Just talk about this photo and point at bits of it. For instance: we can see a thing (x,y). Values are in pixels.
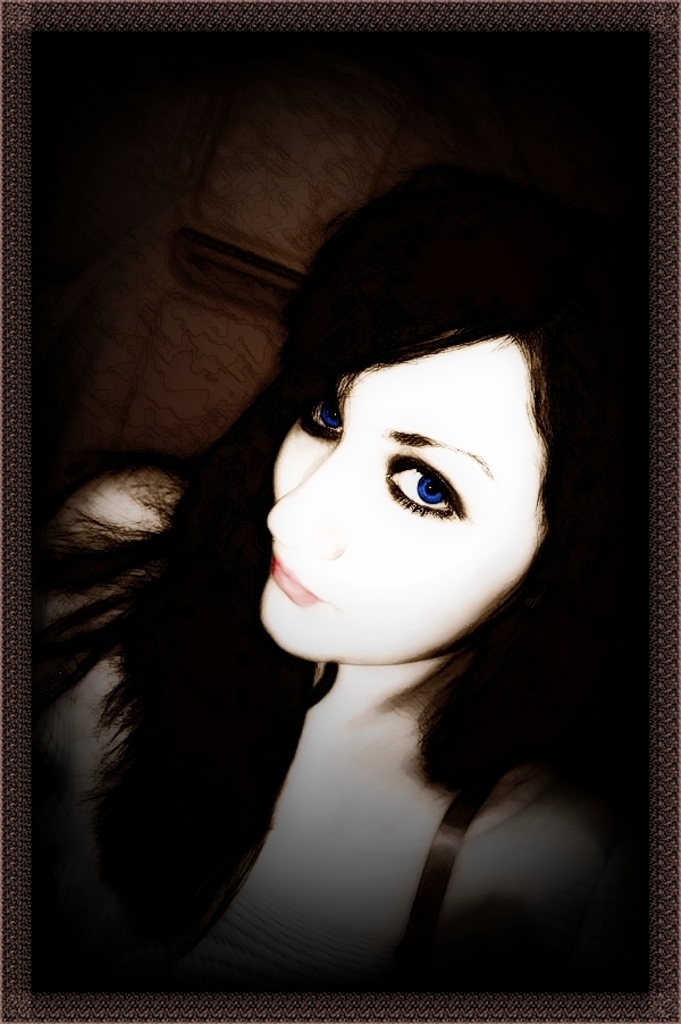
In this image we can see one woman (131,809) and at the background (245,270) one object (230,256) attached to the wall (71,420).
